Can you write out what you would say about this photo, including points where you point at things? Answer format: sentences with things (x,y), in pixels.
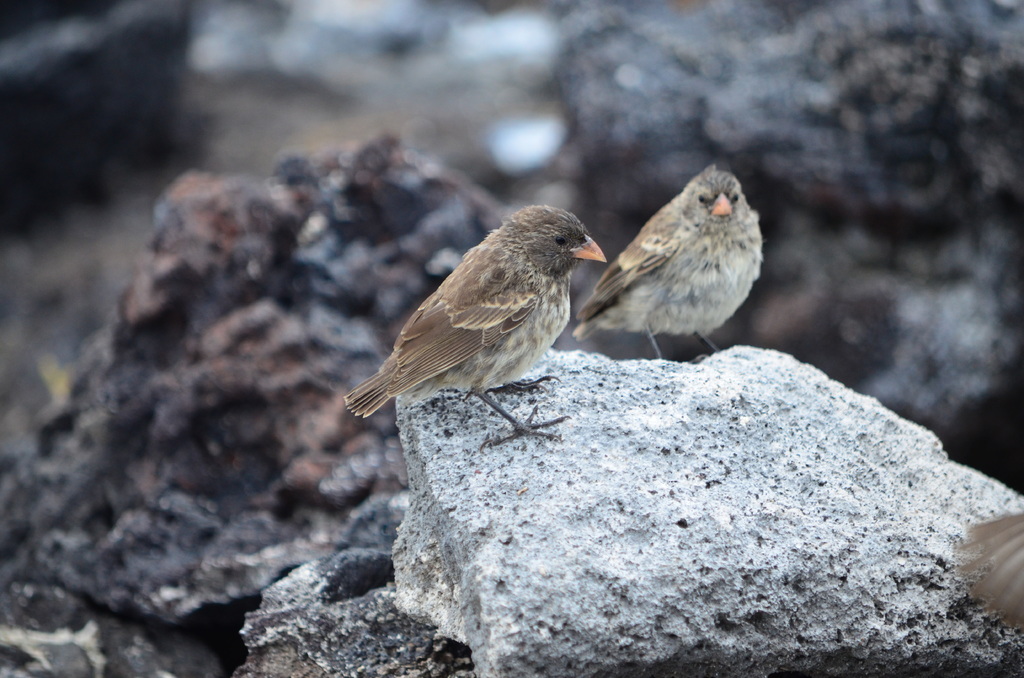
In this image there are two birds (624,272) standing on the rocks (569,377), behind the birds (544,336) there are rocks (368,215).
